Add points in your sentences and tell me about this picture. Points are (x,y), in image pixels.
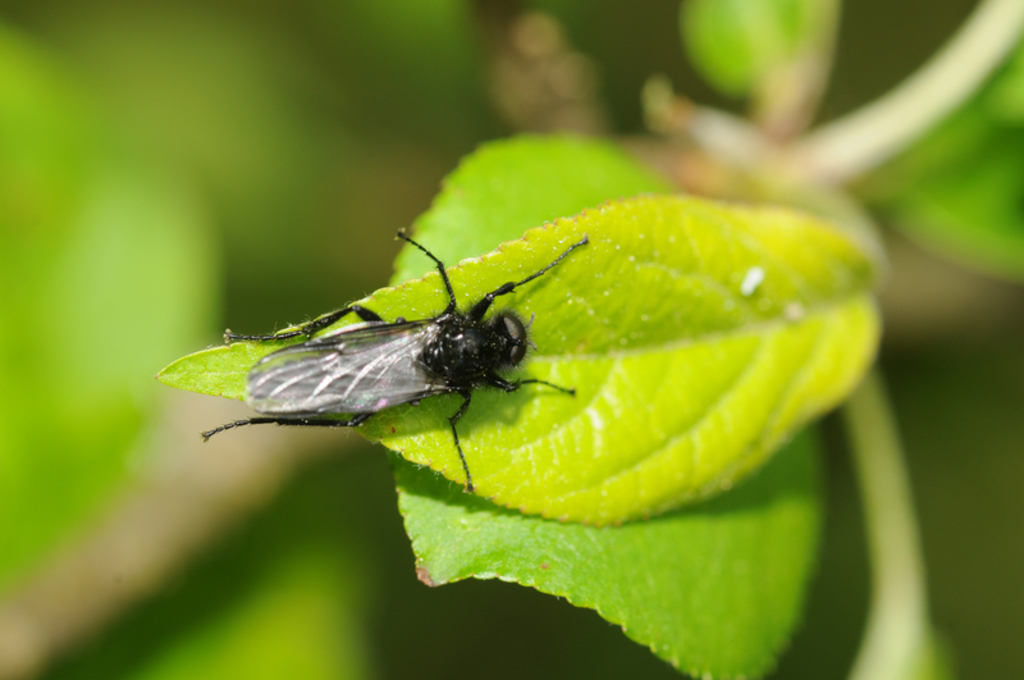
Insect (463,374) on this green leaf (608,387). Background (45,367) it is blur.
